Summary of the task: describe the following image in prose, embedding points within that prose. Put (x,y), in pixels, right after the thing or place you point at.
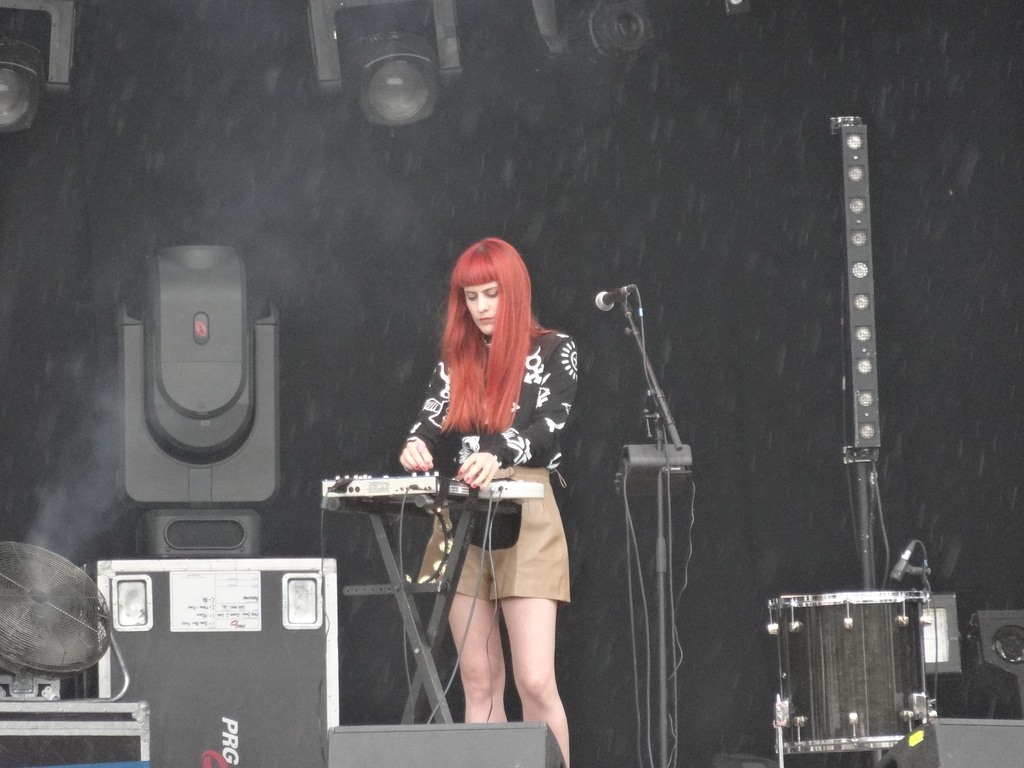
At the bottom of the image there are some musical instruments (415,705) and drums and microphone (624,289). Behind them a woman (525,518) is standing. Behind the women (478,272) there are some speakers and wall (610,195).
